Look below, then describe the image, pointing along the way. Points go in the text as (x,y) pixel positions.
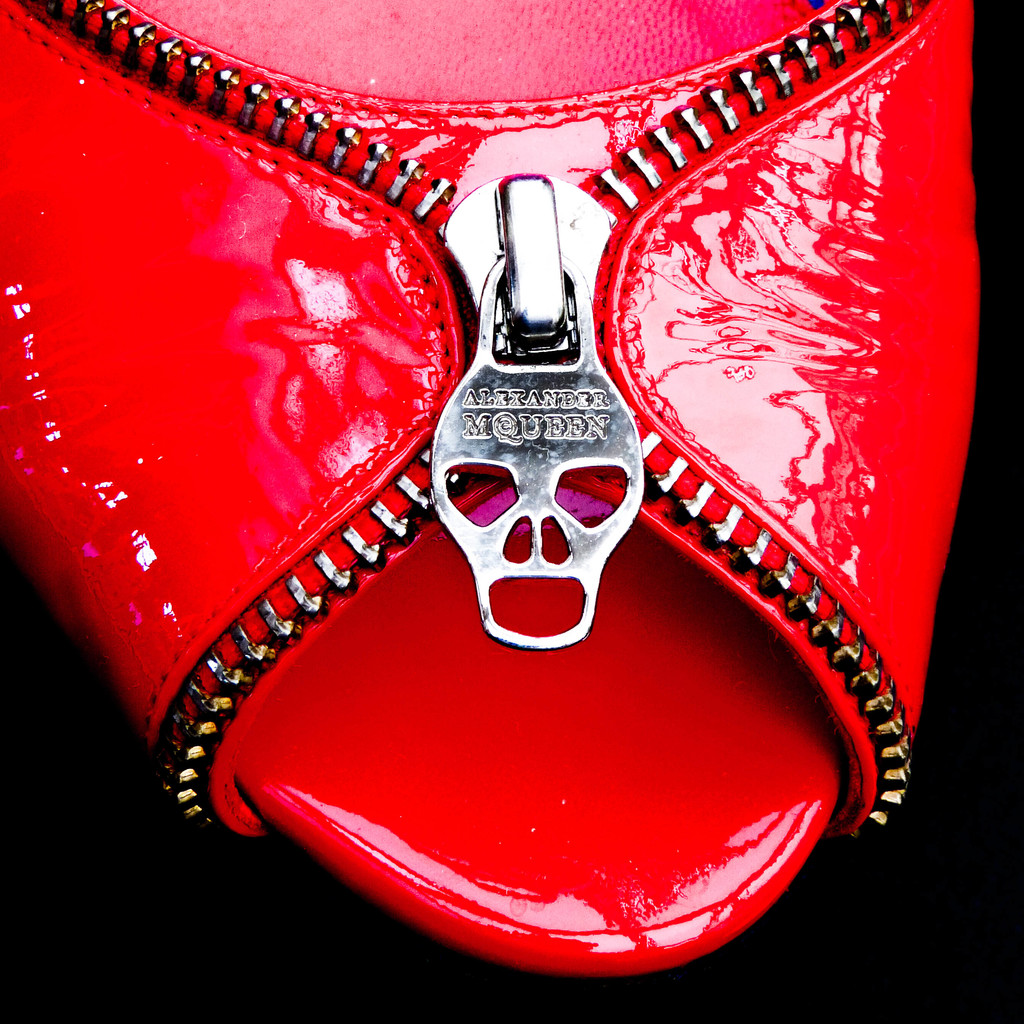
In this image we can see a footwear (436,454), which is in red color.
